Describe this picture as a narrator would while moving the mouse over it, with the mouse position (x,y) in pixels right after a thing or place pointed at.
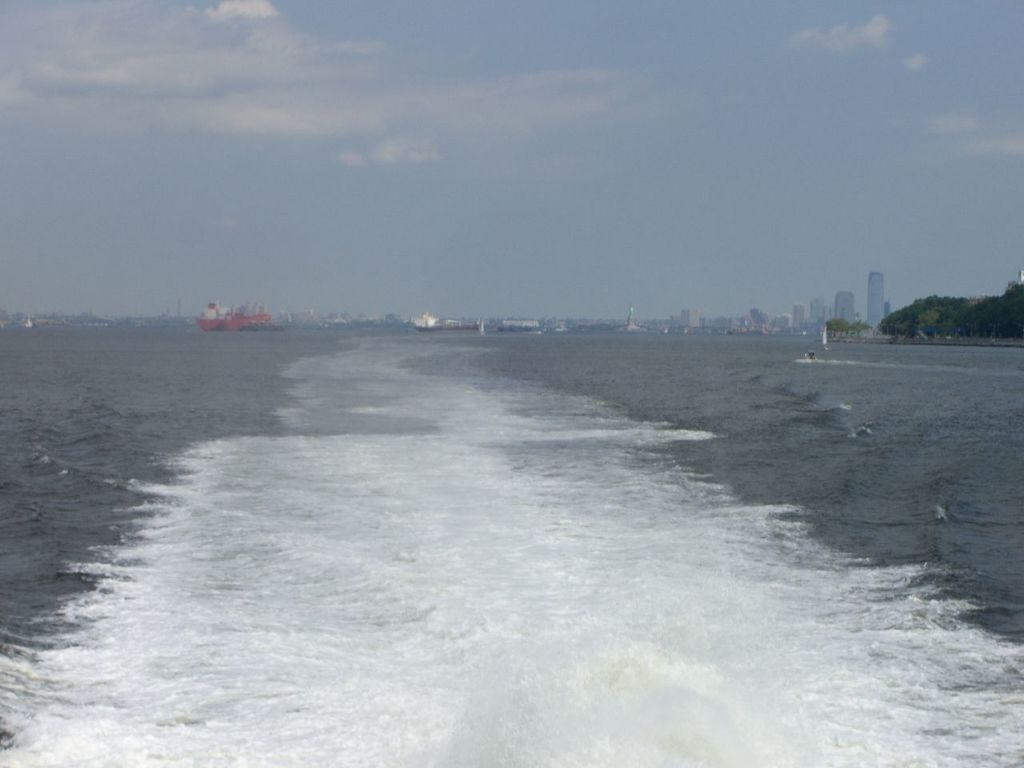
In this image there is the sky (515,153) towards the top of the image (582,154), there are clouds (259,87) in the sky (298,59), there are buildings (648,322), there are trees (944,297) towards the right of the image (949,312), there is the sea (275,507).
